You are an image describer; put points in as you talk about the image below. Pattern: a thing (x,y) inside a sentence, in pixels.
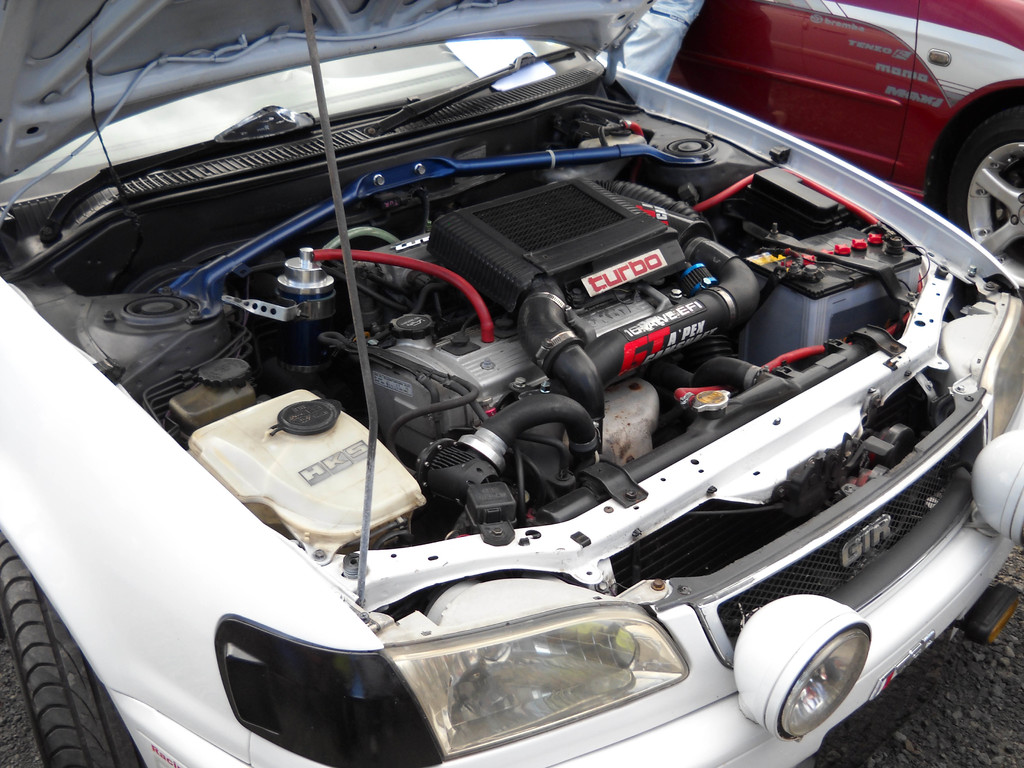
This image is clicked when the hood (385,44) of the car (132,47) is opened. In this image we can see the motor (436,349), petrol tank (289,455), battery (811,317), pipes (491,428) and some machines (686,340) in the car (524,398). At the bottom (488,684) there are headlights (814,597). On the left side (56,680) there is a tire (36,683). On the right side (864,71) top there is a red color car (922,111) on the road (989,660). Beside the car (769,54) there is a person (662,36).
